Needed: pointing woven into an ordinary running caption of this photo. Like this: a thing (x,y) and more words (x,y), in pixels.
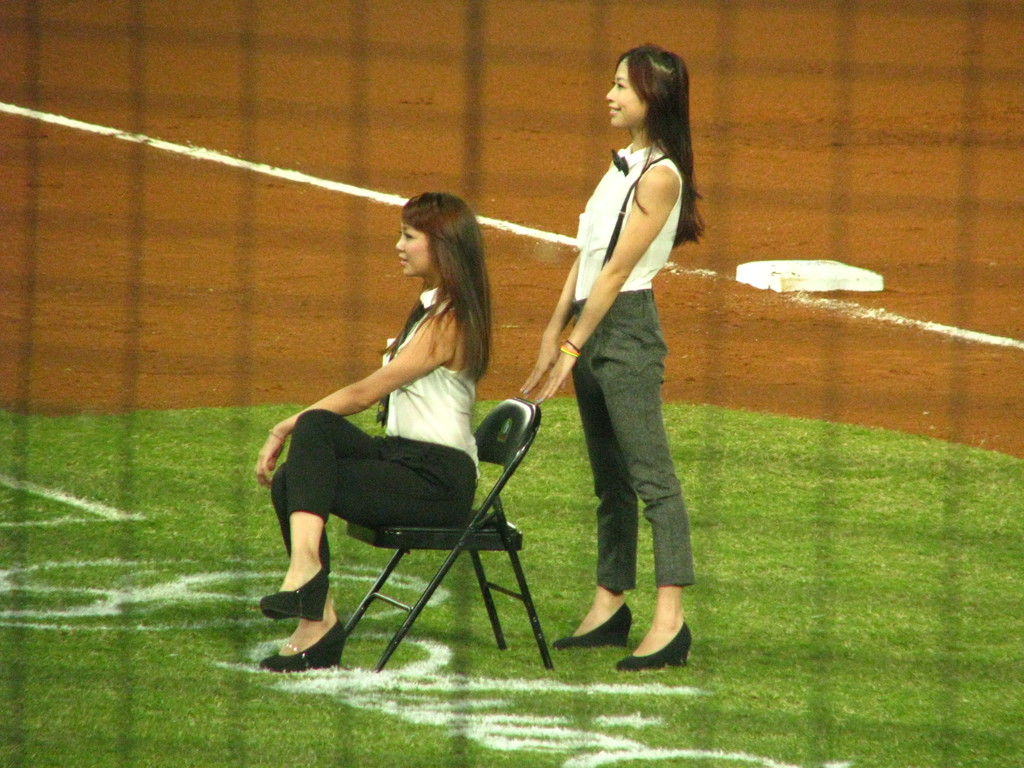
In this image I can see two women (628,340) among them, one is sitting on a chair (490,425) and other is standing on the ground (650,565).
